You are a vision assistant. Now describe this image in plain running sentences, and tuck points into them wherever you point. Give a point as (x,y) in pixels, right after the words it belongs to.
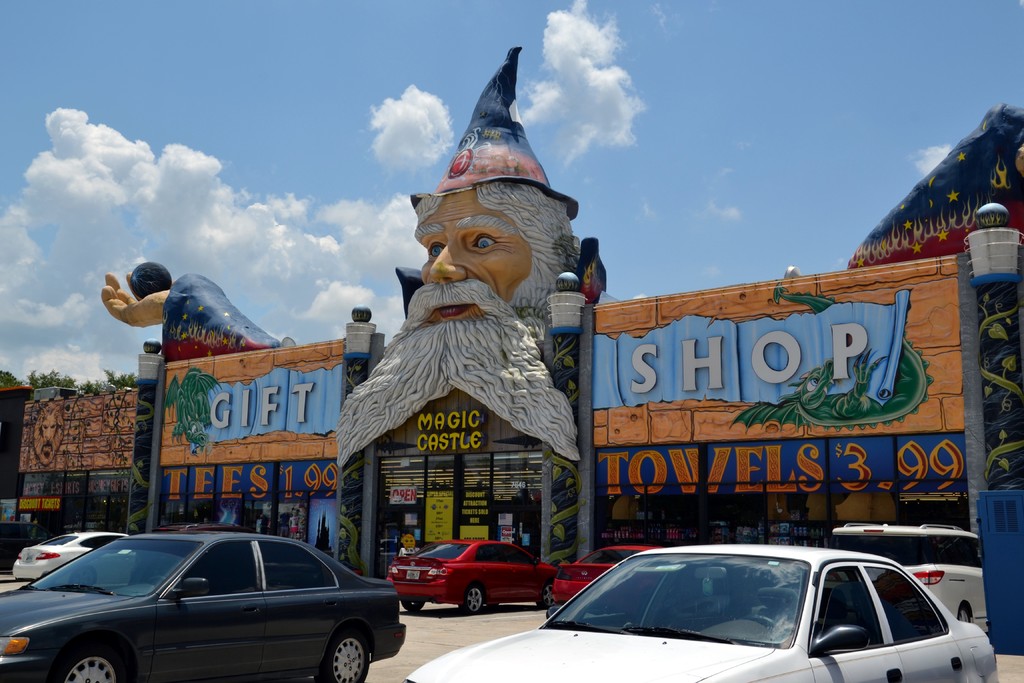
In this picture I can see the statue of a man (345,408), beside him I can see the wooden partition (302,438). At the bottom (415,558) I can see many cars (913,577) which are parked in the parking (436,606). On the right (988,211) I can see the street light (998,310). On the left (175,382) I can see some trees (120,380) and a board (31,450). At the top (572,107) I can see the sky (618,152) and clouds (595,120).
